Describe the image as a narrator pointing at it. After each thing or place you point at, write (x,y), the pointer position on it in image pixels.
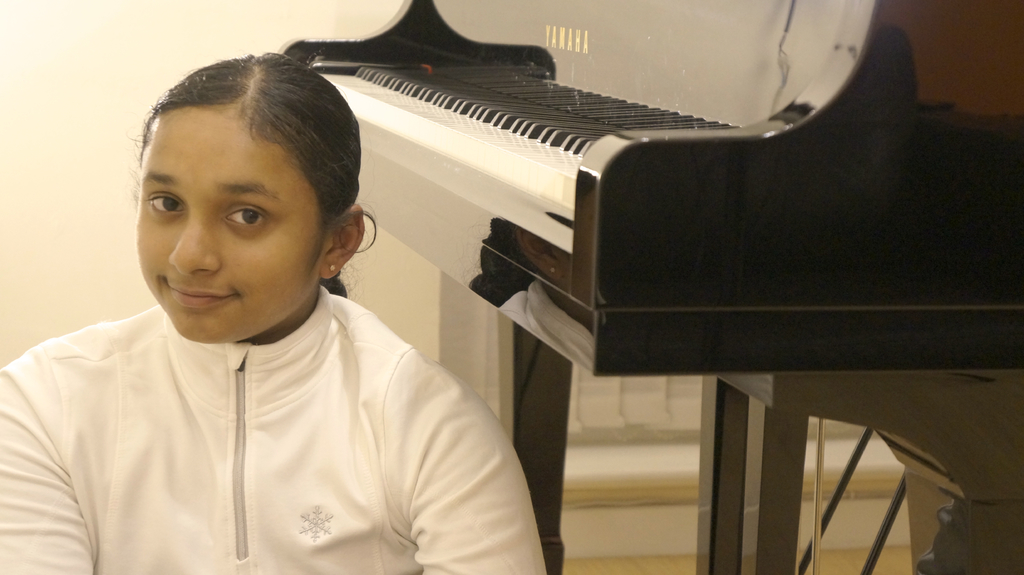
In this picture we can see girl (197,298) smiling wore white color jacket (310,447) and in background (402,69) we can see piano (565,106).
